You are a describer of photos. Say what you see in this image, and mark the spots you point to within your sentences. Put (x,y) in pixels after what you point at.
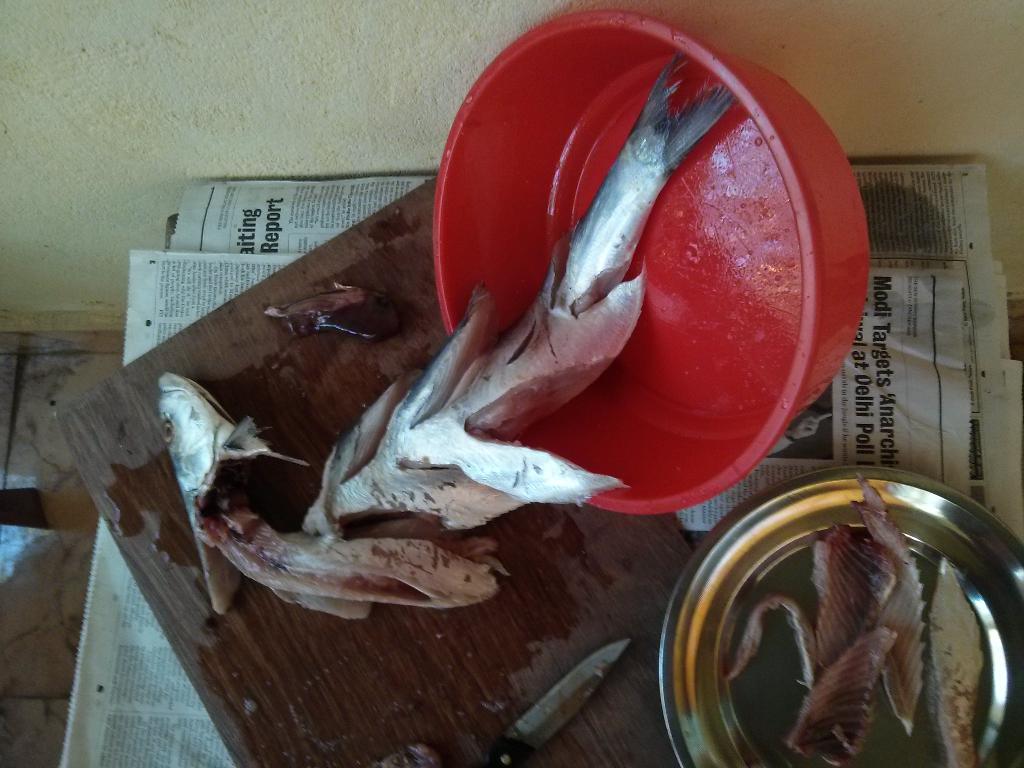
In this image we can see a fish (171,381) cut and kept on the wooden surface (264,603). Here we can see the knife (544,732), red color tub (670,454), plate (780,563) on which we can see some meat (840,692), here we can see newspapers (981,288) and the wall (232,43) in the background (277,132).
